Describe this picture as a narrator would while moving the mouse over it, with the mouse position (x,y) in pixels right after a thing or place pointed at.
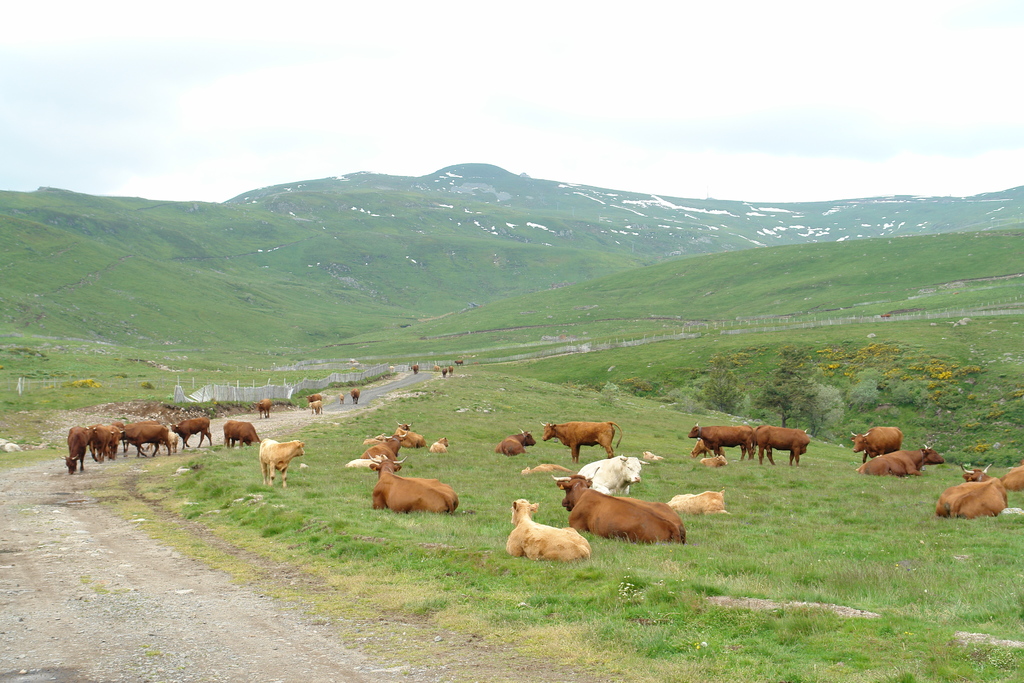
In this image we can see animals (714,460). At the bottom (488,593) there is grass (503,578). In the background (529,235) there are hills (190,264) and sky (544,49). We can see a fence (199,398).
